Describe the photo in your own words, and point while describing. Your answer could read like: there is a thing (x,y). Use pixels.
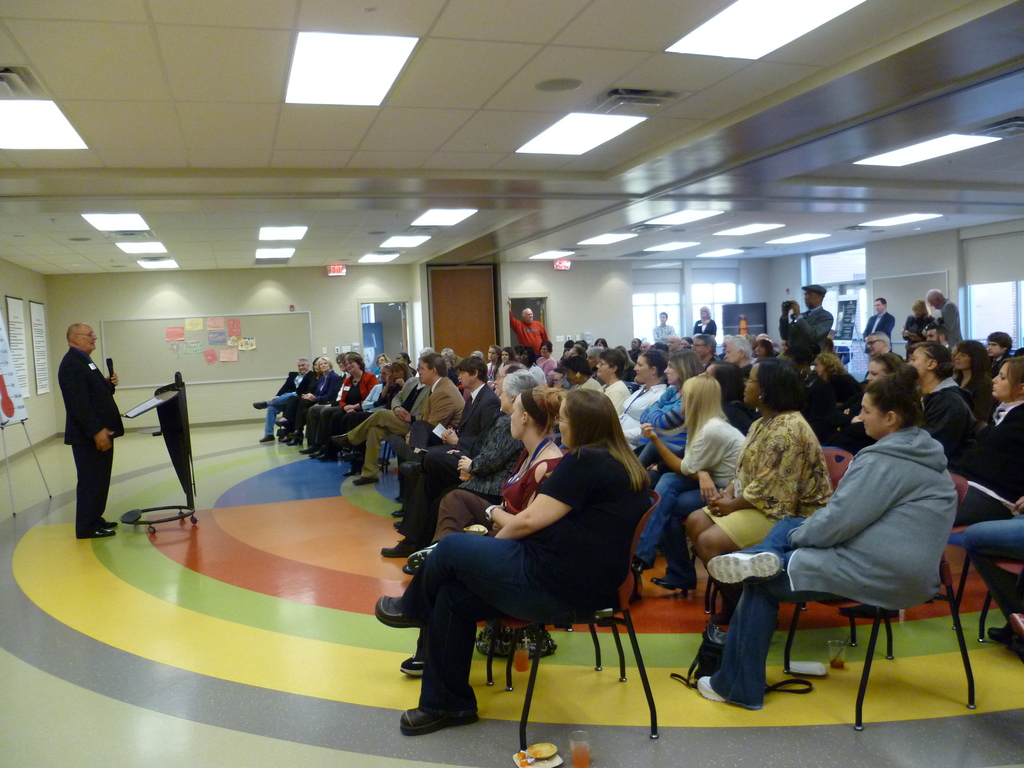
In this image we have a group of people (567,415) who are sitting on the chair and the person (88,428) on the left side (93,388) is holding a mic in his hands (113,382) and speaking in front of the podium (169,411). Behind these people (75,416) we have a window (853,295) and white color wall (801,275) and on the above we have a ceiling (514,167) and lights (732,233), beside these people (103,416) we have board (266,336) with papers (201,320) on it and we have a well design floor (217,698).
